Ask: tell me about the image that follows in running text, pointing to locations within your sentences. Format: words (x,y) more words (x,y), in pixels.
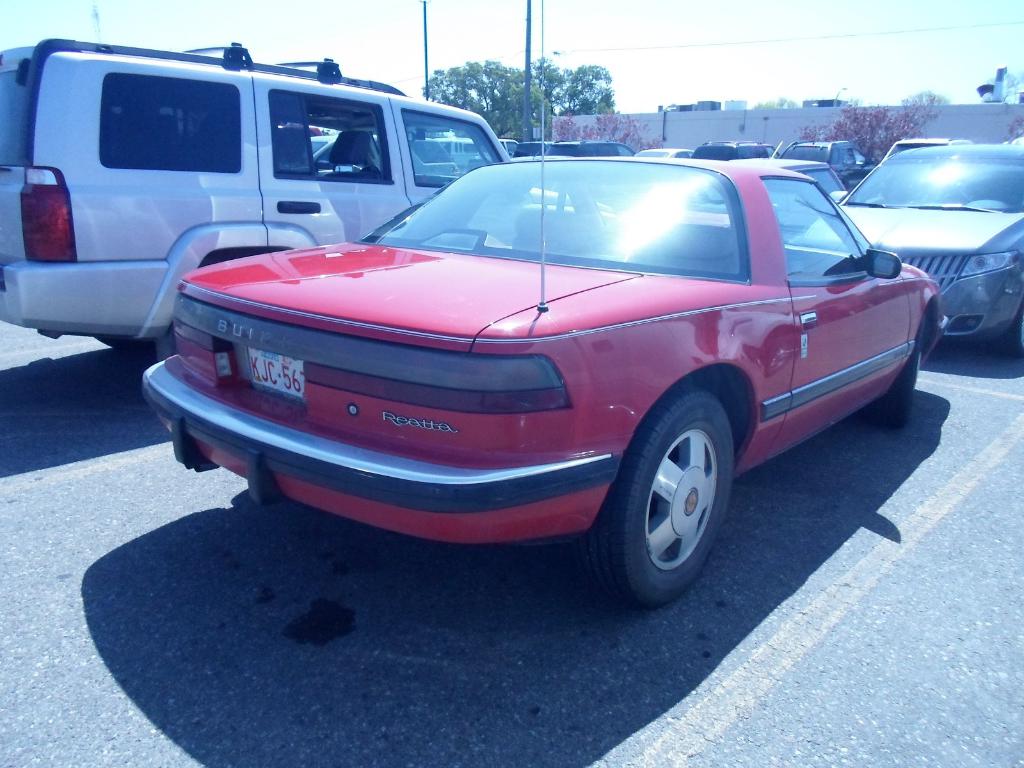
In this image I can see number of vehicles (560,220). In the background (523,94) I can see few trees (582,92), a building (668,135), two poles (423,66), a wire (604,47) and the sky (787,54).
